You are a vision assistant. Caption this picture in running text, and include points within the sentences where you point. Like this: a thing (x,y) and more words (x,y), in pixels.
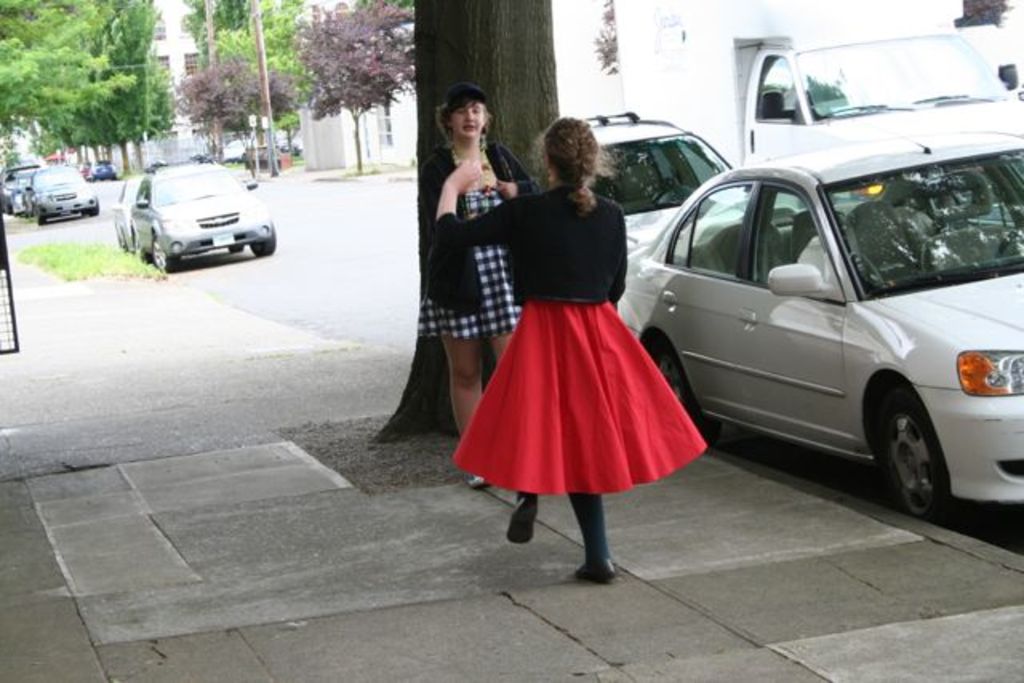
In this image, we can see two people (492,223) and are wearing coats (533,255). In the background (637,192), there are vehicles (825,182) on the road (94,229) and we can see trees (132,47), boards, poles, buildings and there is a gate (11,294). At the bottom (337,505), there is a sidewalk (320,576).
